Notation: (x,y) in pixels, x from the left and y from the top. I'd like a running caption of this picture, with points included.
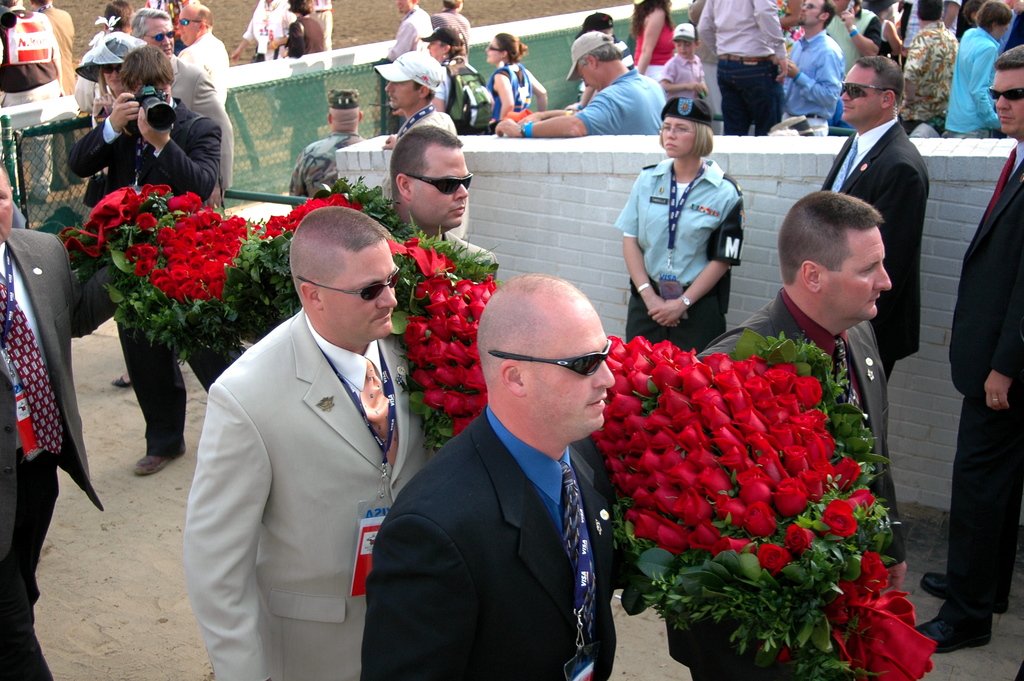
In this image we can see people (401,427) holding flowers (262,261). In the background of the image (738,15) there are people (406,106) standing. There is a person (162,461) holding a camera (166,115). There is fencing (383,85). At the bottom of the image (140,644) there is sand (131,652).
